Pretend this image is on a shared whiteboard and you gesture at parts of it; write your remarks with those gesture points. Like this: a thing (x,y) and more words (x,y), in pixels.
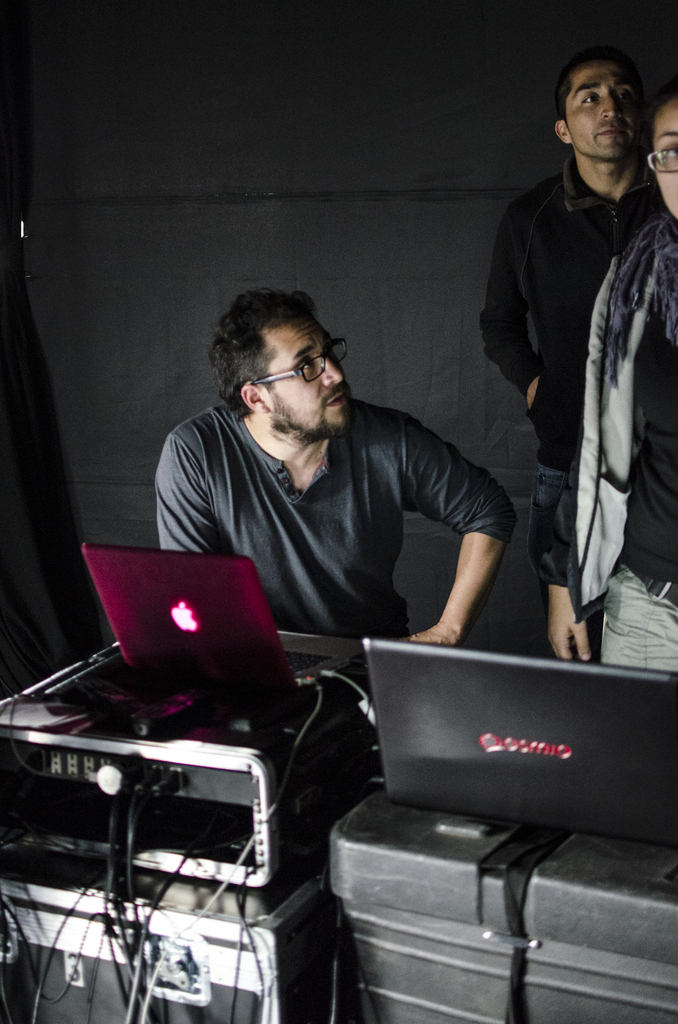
In the picture I can see some people (566,531), in front of them we can see some laptops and boxes (156,750) are placed.
